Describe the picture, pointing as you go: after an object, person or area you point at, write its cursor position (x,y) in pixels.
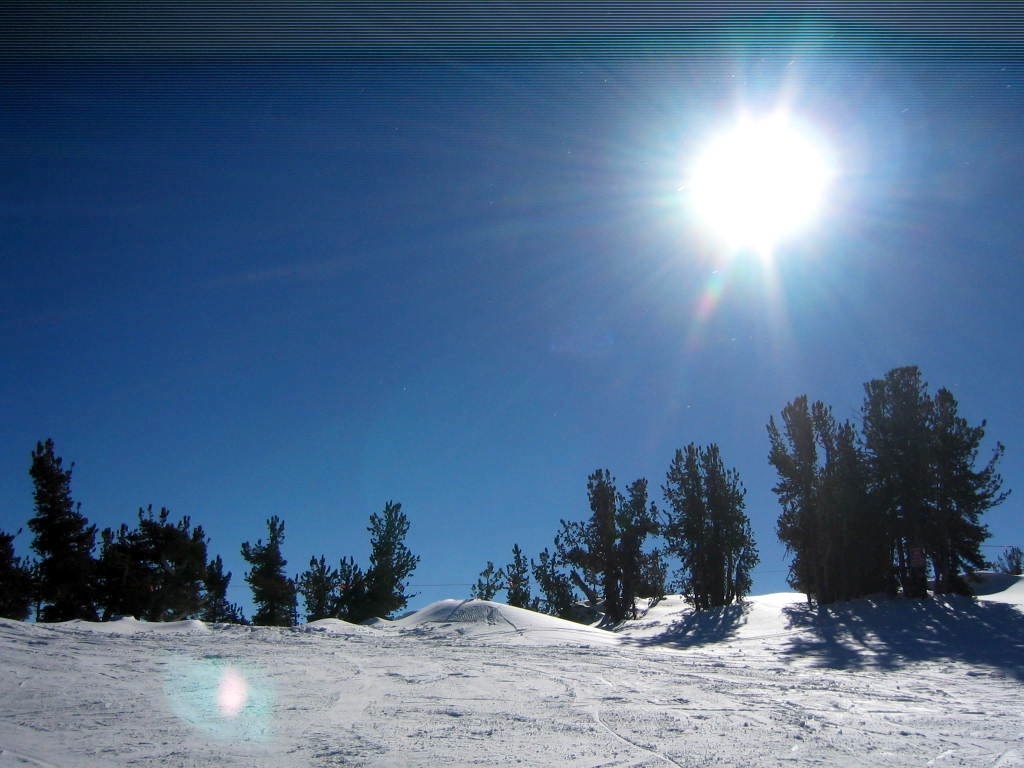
At the bottom (522,702) this is the snow (633,709), these are the green trees (712,515) in the middle of an image (678,509). On the right side (807,201) its a sun (748,225) in the sky (440,298).
